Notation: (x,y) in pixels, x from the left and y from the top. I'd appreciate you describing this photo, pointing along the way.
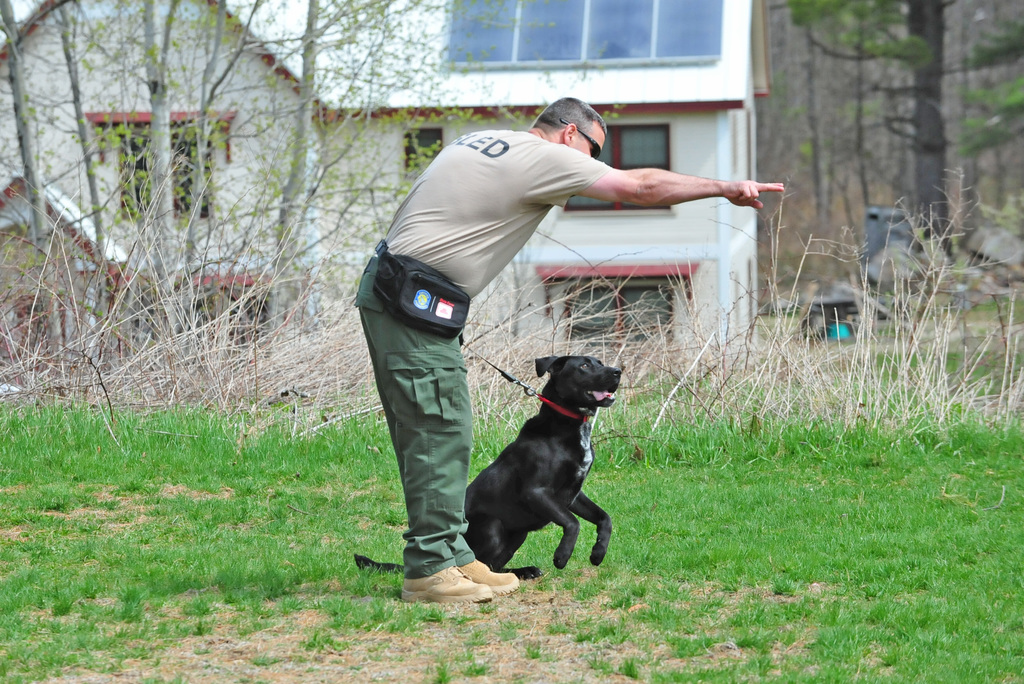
This is a picture in the garden (197,509) of a man (444,161) who is wearing a waist pack (448,309) and has the dog (574,433) on a leash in the grass (767,544) and beside him there is a house (278,109) which has windows (648,280) and also he is wearing the shoes (461,574) and the spectacles (592,150).
